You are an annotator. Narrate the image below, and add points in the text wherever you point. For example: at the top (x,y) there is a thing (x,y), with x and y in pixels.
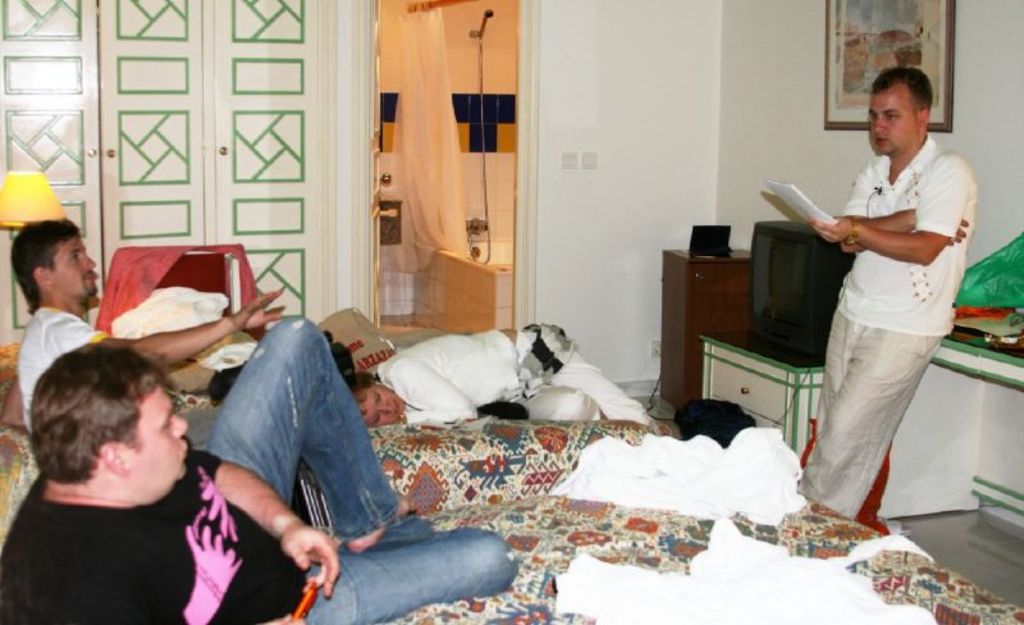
In this image on the right (887,278) there is a man (878,317) he wear white shirt (882,307) and trouser (850,421). On the left (203,477) there are three people (235,487) on the bed (477,504). In the background (444,105) there is a door (267,171), curtain (432,140), photo frame (867,36) and wall (661,129).
